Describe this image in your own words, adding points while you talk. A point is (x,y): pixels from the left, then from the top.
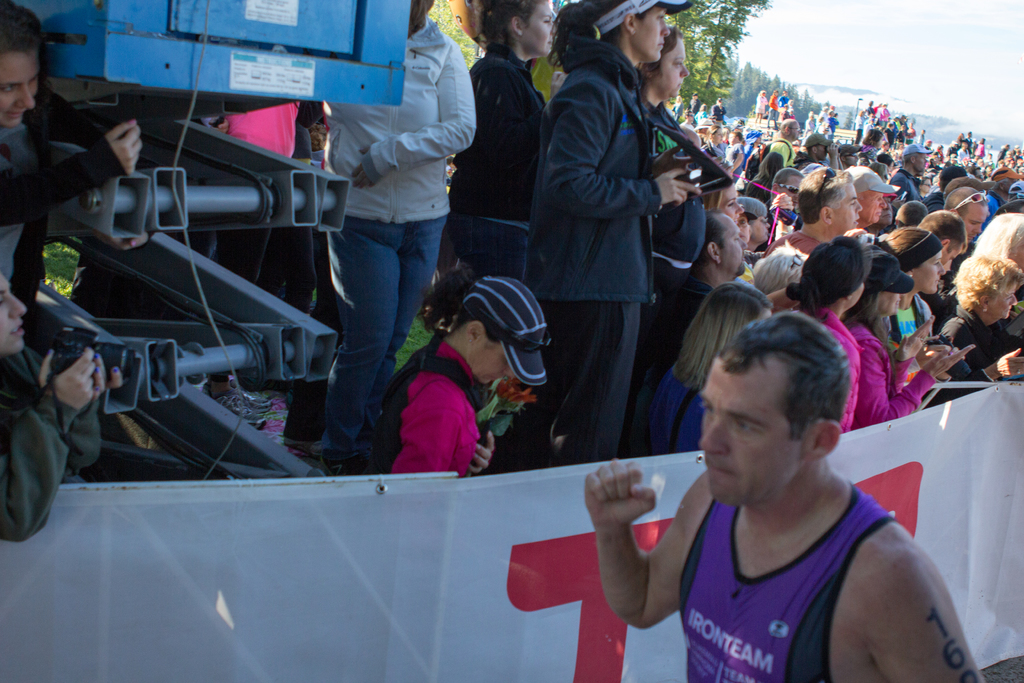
In this image, we can see persons (689,196) wearing clothes (466,404). There is an object (259,316) on the left side of the image (177,309). There is a banner (406,547) at the bottom of the image (506,653). There is a tree (721,28) and sky (890,20) in the top right of the image (902,23).
